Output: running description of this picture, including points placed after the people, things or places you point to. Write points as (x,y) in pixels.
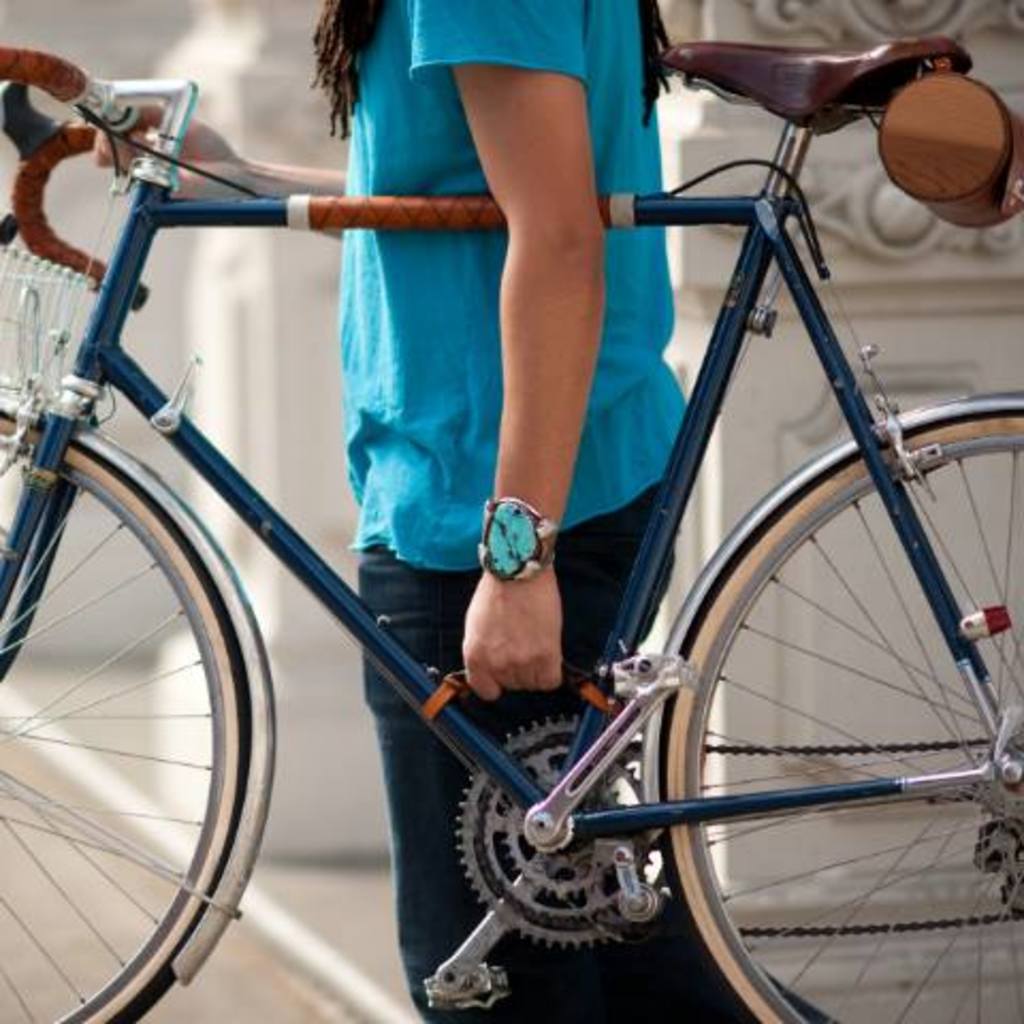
Here we can see a person (438,788) holding a bicycle (997,848). There is a blur background (216,361).
